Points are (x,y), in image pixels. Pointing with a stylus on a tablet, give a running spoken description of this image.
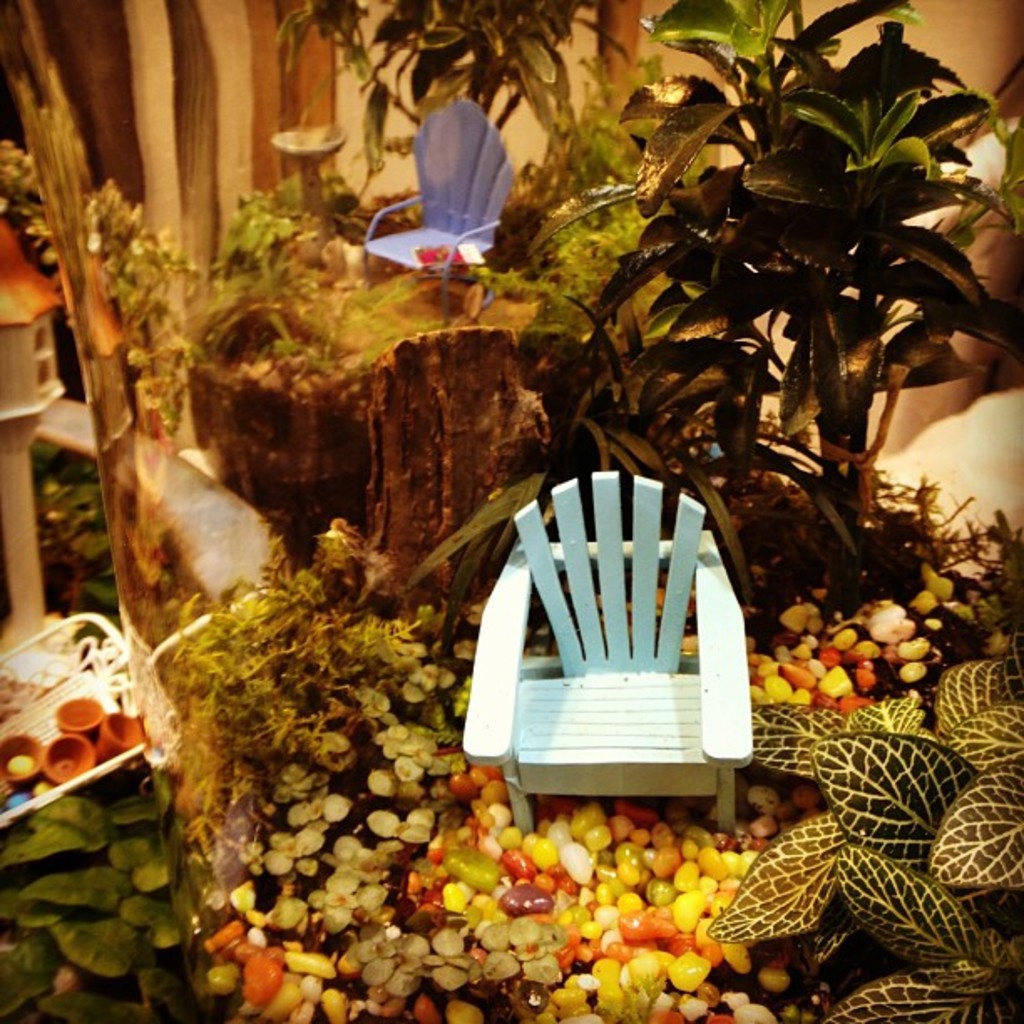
In this picture, we see small chairs (457,239) which are in violet and blue color. Beside that, we see marble stones (456,889) and plants (908,792). We even see wood (526,468). On the left corner of the picture (44,287), we see a small hut (16,358).
